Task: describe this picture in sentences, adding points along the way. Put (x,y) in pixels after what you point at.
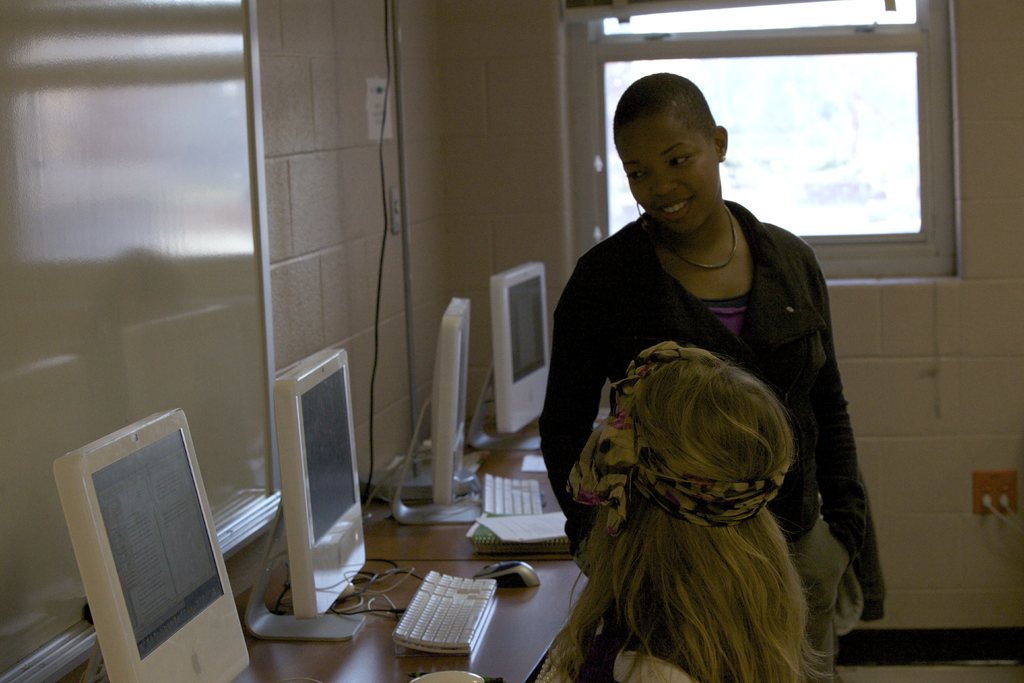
In this Image I see 2 women (647,643), in which this woman (761,641) is sitting and this woman (676,328) is standing and she is smiling. I can also see 4 monitor screens (224,666), keyboards (541,492), mouses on the tables (524,678). In the background (423,399) I see the wall (473,22) and a window (578,227).
